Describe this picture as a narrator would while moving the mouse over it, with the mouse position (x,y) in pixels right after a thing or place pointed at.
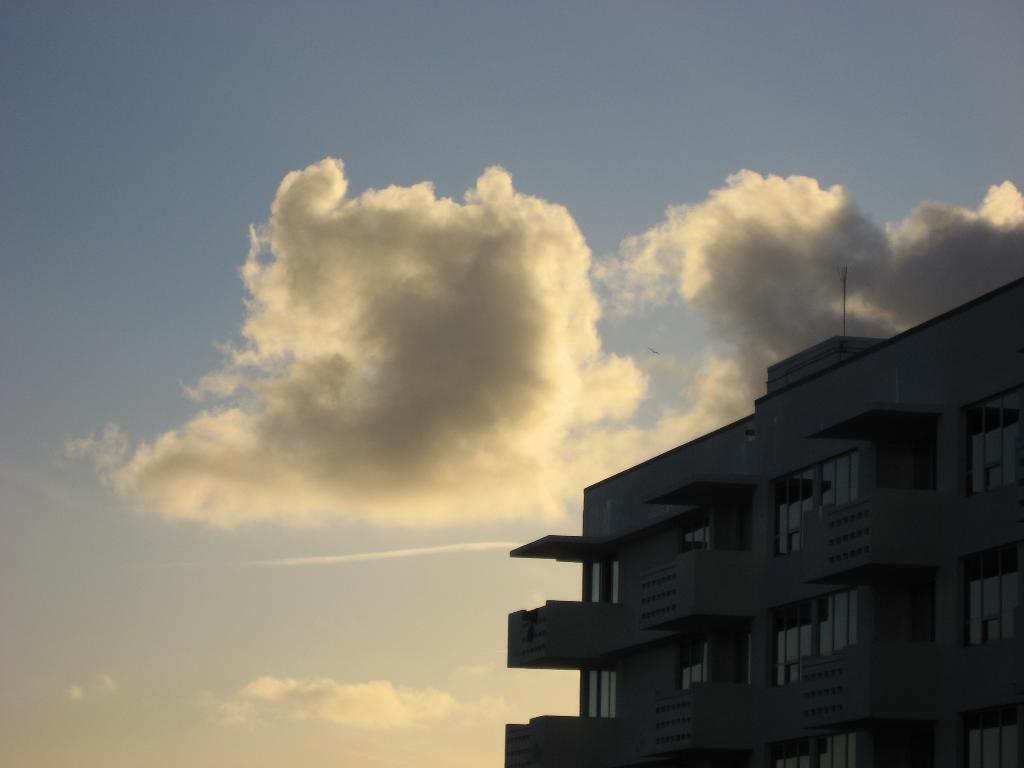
In the image there is a building (655,628) on the right side (959,516) and above its sky (188,198) with clouds (401,295).
